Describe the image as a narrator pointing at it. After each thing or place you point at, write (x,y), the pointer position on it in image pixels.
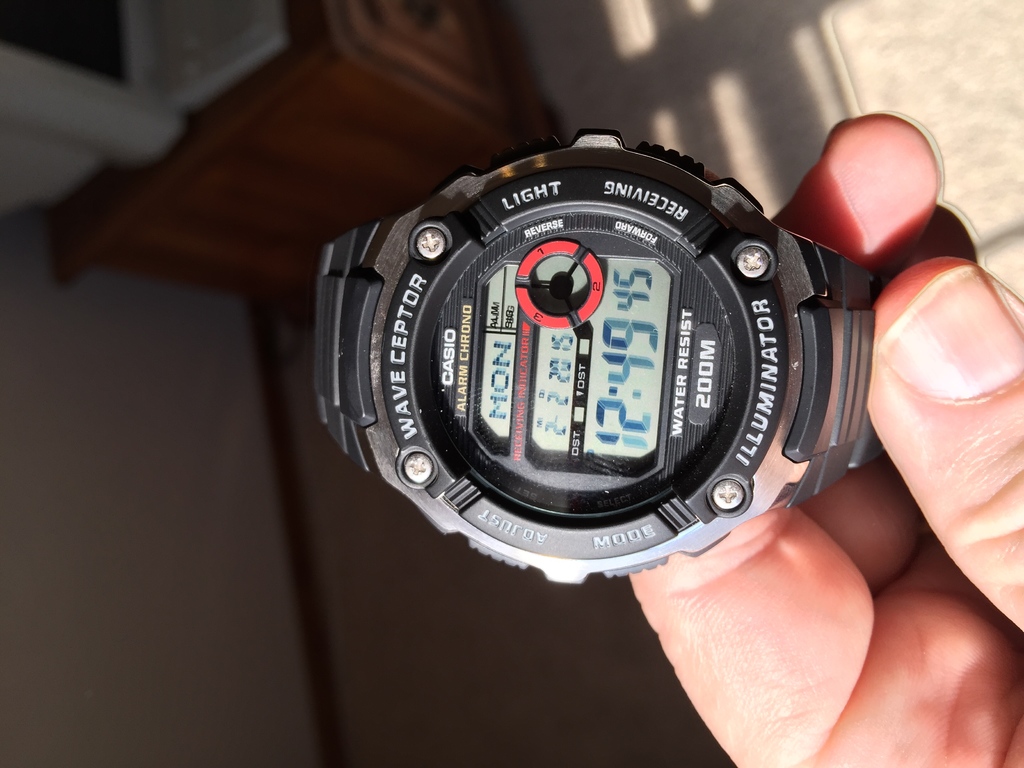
In the center of the image (665,402) we can see one human hand (770,540) holding one watch (725,490), which is in black color. In the background (286,235), we can see one wooden object (242,165) and a few other objects (56,148).
